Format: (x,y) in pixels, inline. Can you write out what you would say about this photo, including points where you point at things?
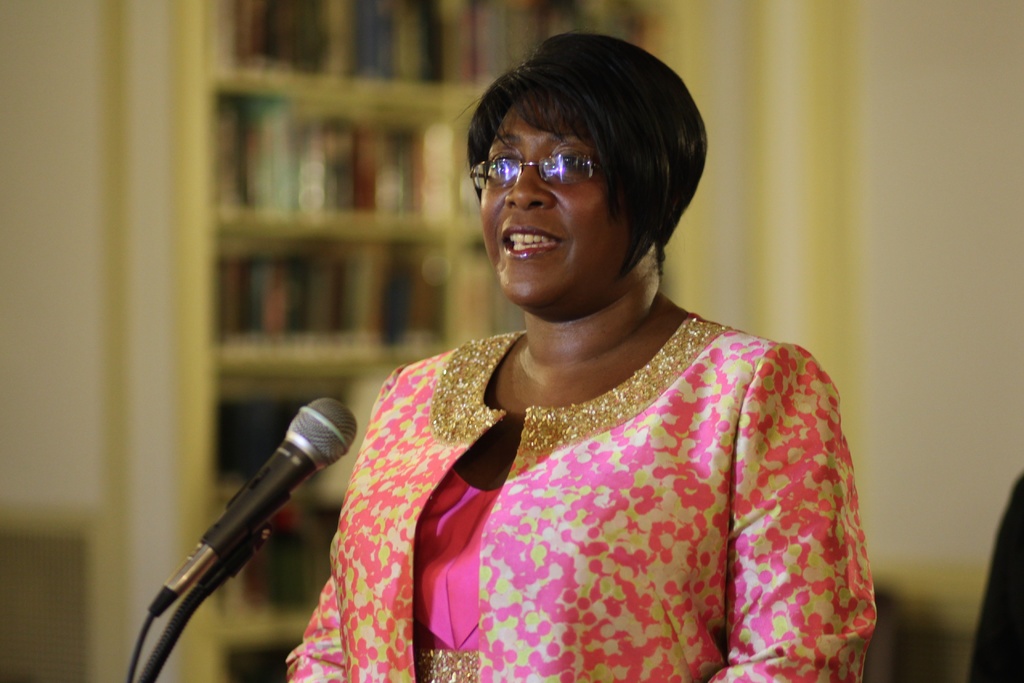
In this image there is a woman (454,401), in front of the woman (454,401) there is a mic (312,436), behind the woman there are books (318,172) on the shelves (303,225), beside the shelf (326,356) there's a wall (827,161), on the right side of the image (983,629) there is an object (1003,562).
